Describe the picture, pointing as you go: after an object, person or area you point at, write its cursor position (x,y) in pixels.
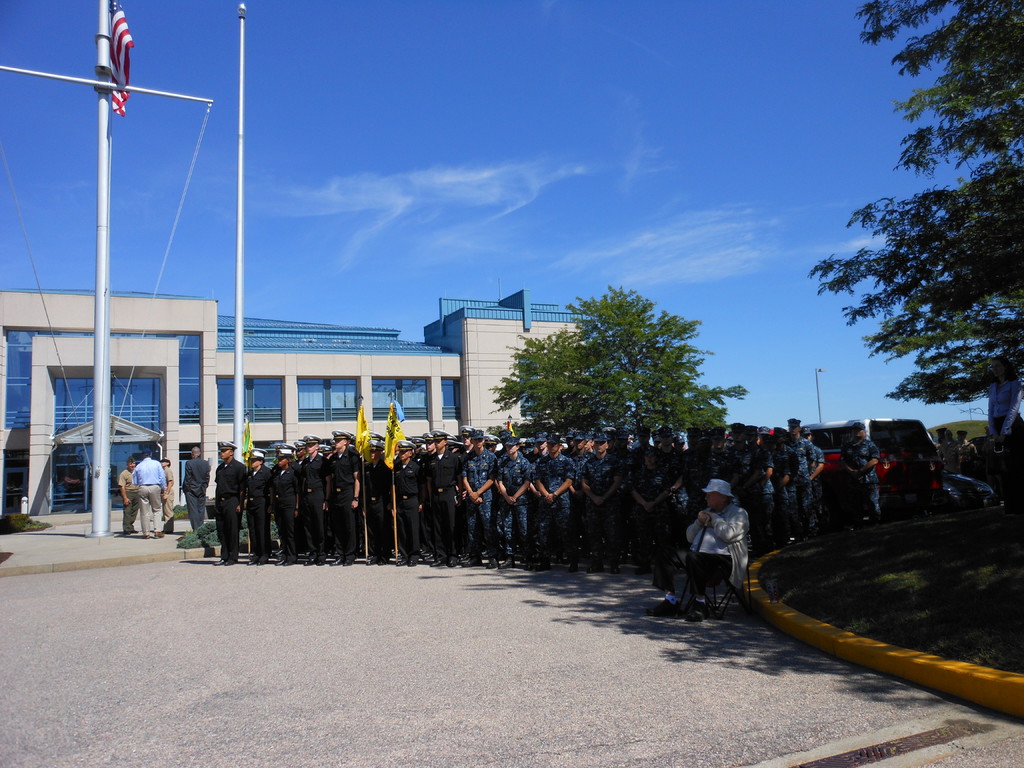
In this image we can see group of people (227,466) are standing on the road (515,636) and there is a person (737,543) sitting on the chair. Here we can see poles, flag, building (176,348), vehicle (913,459), and trees (979,293). In the background (603,227) there is sky (284,290).
